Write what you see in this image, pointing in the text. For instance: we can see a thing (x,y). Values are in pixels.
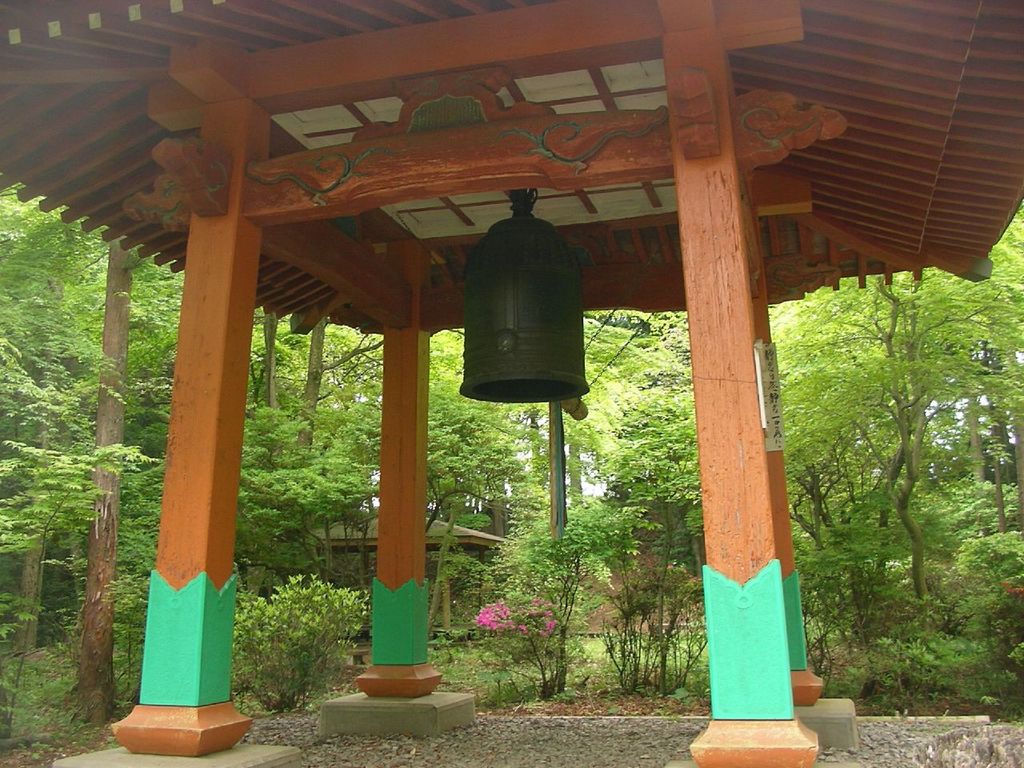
In this image there is a bell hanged from the wooden roof top (585,144) supported by the wooden pillars (771,587). In the background of the image (295,595) there are plants (274,674), trees (125,359) and there is a wooden shed (365,568).
